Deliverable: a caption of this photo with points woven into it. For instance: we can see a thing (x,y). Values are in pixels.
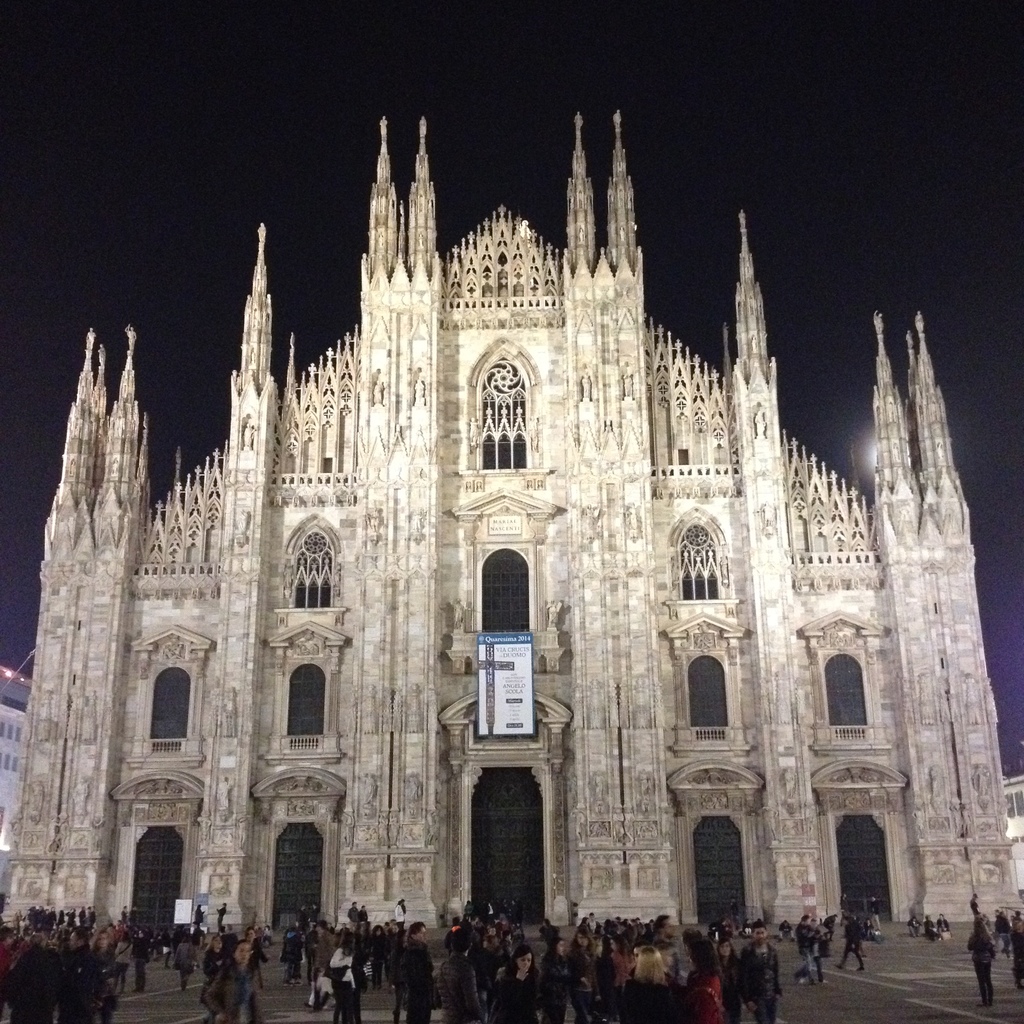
In this image, we can see people (667,930) on the road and in the background (102,715), there is a building (65,646) and we can see a board (513,695). At the top (689,83), there is sky (709,152).
